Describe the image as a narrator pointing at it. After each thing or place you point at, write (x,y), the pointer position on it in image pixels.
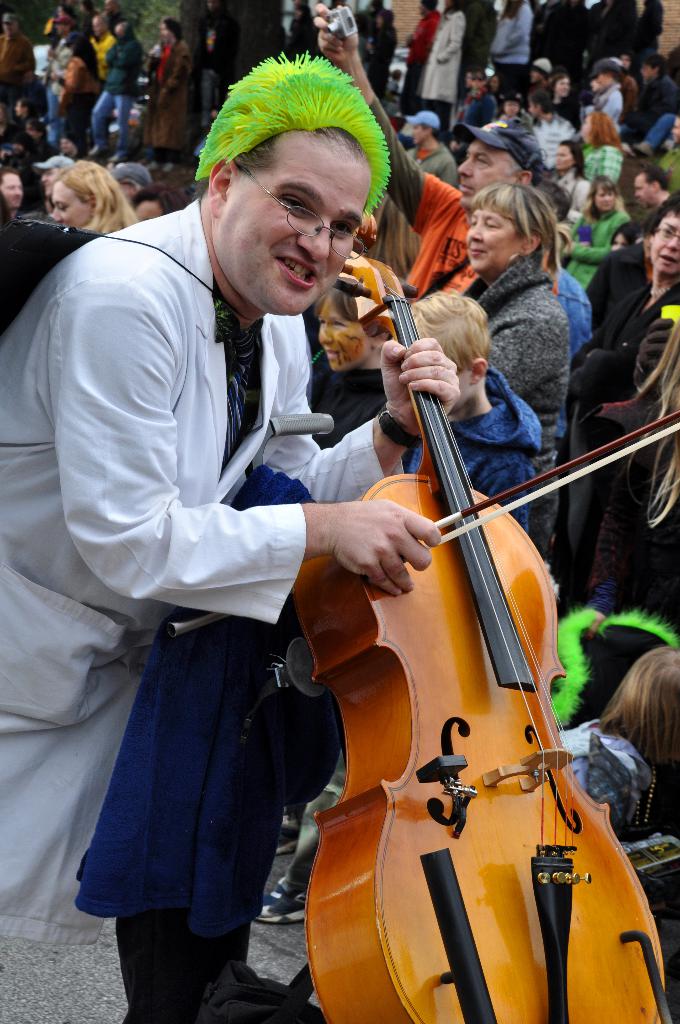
This is a picture taken in the outdoor, there is a man (157,405) in white shirt (153,455) holding a cello (386,711) and background of this there are group of people (557,129) standing on the floor (62,964).
